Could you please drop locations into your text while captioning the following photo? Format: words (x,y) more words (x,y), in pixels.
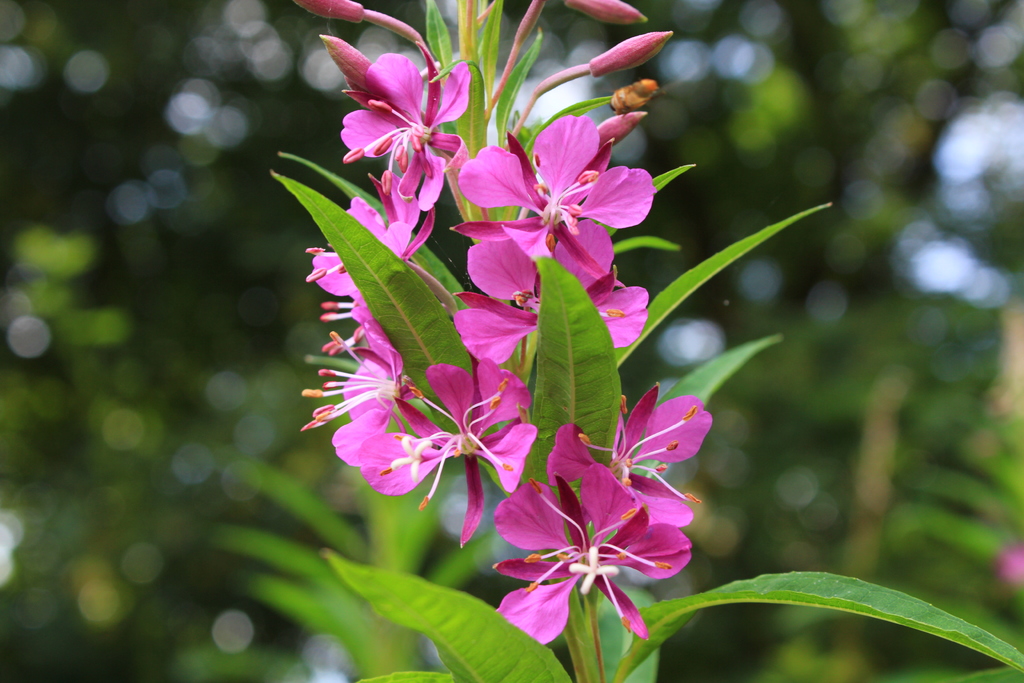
In this picture we can see plants (512,176), buds (343,8) and leaves (555,400) to the stems (597,641). Behind the flowers (483,317) there are blurred trees (104,440).
